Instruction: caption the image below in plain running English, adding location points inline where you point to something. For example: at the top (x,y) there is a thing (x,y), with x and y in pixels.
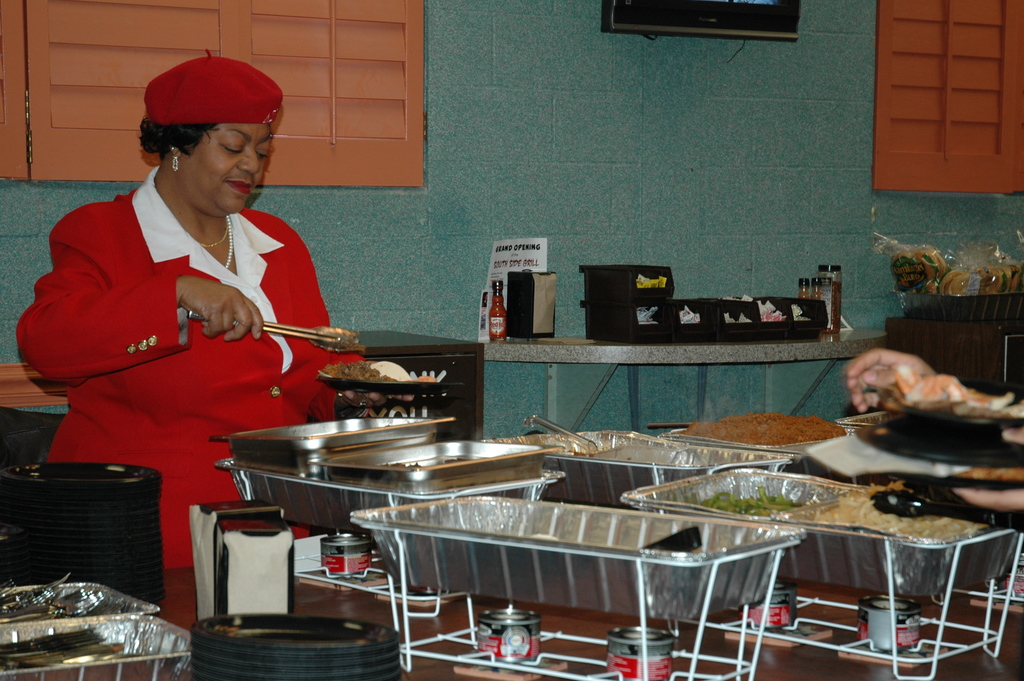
At the bottom of the image (194,608) there is a table (804,676). On the table (967,666) there are many bowls (563,544) with food items (958,527), stands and below the bowls (603,581) there are small tins (355,553). And there are black plates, forks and knives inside the tray (88,629) and also there are many other items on the table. Behind the table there is a lady (113,332) with red jacket (98,358), white shirt (267,313) and a cap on her head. She is holding a plate (368,368) in one hand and tongs (278,330) in another hand (211,303). Behind her in the background (703,307) there are tables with black boxes (625,307) and few other items (935,302). There is a wall (949,218) with windows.
